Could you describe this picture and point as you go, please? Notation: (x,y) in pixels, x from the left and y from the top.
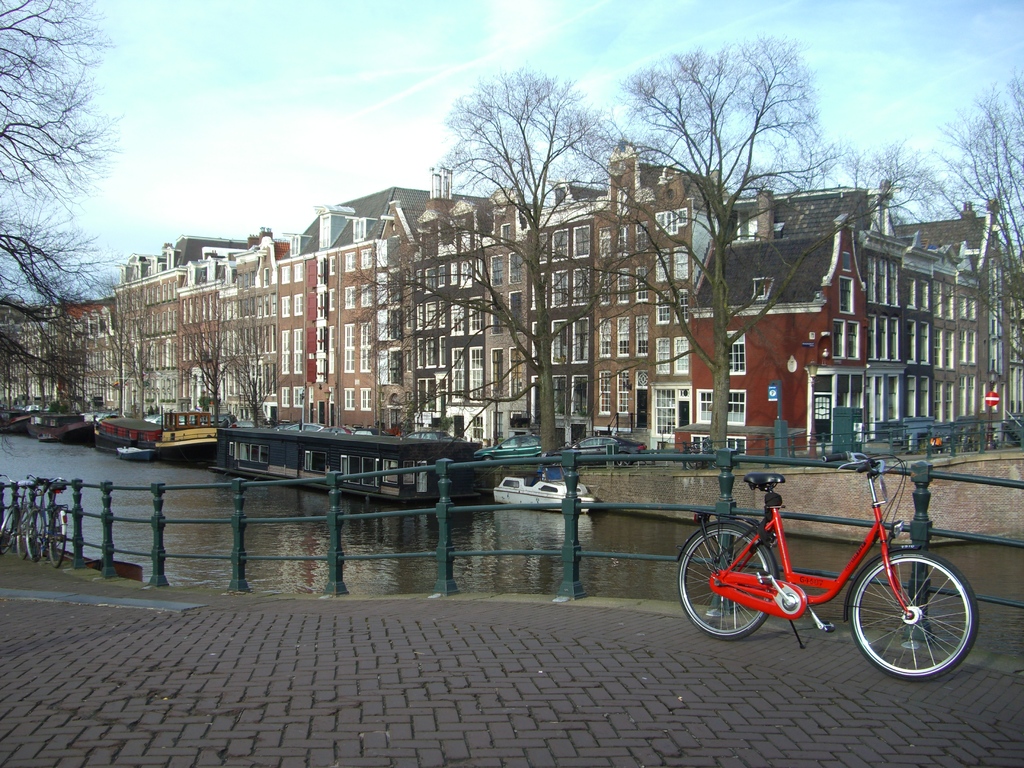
We can see bicycles (44,519) and fence (576,497) and we can see boats (260,458) on the water (87,451). Background (126,201) we can see trees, buildings (277,254) and sky (305,201).
